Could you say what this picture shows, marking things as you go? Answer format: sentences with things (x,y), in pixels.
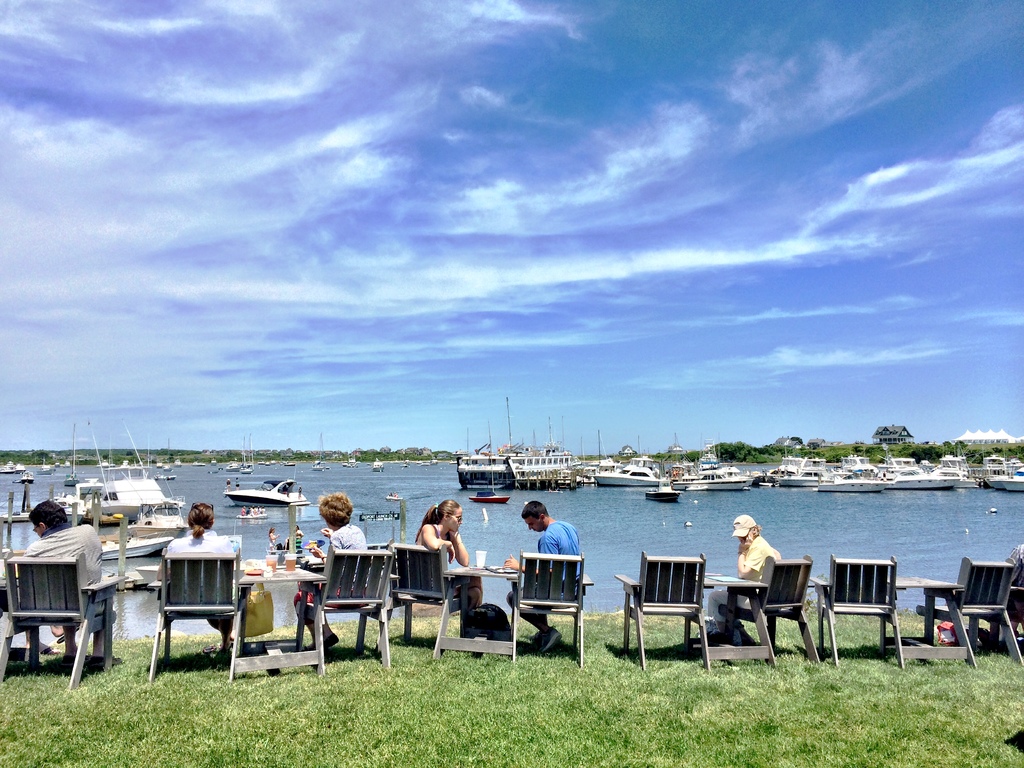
The image consists of many people (218,550) sat on chair (415,563) around table (462,583) in front of sea (489,513), there are many ships (620,482) in the sea (621,515) and sky (727,334) is filled with clouds (423,241).
